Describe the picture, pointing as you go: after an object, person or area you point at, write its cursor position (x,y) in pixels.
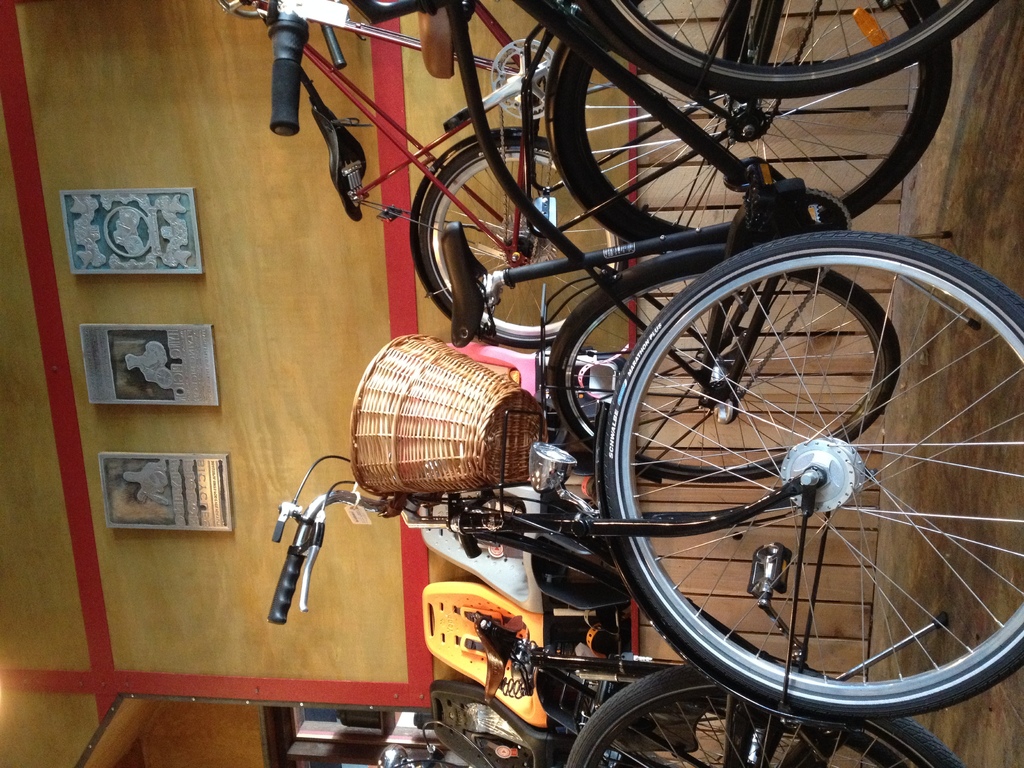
In this picture I can see many bicycle (530,544) which is parked near to the wall (689,403). On the left (182,283) I can see the frames (186,338) which is placed on the wall (42,494).
